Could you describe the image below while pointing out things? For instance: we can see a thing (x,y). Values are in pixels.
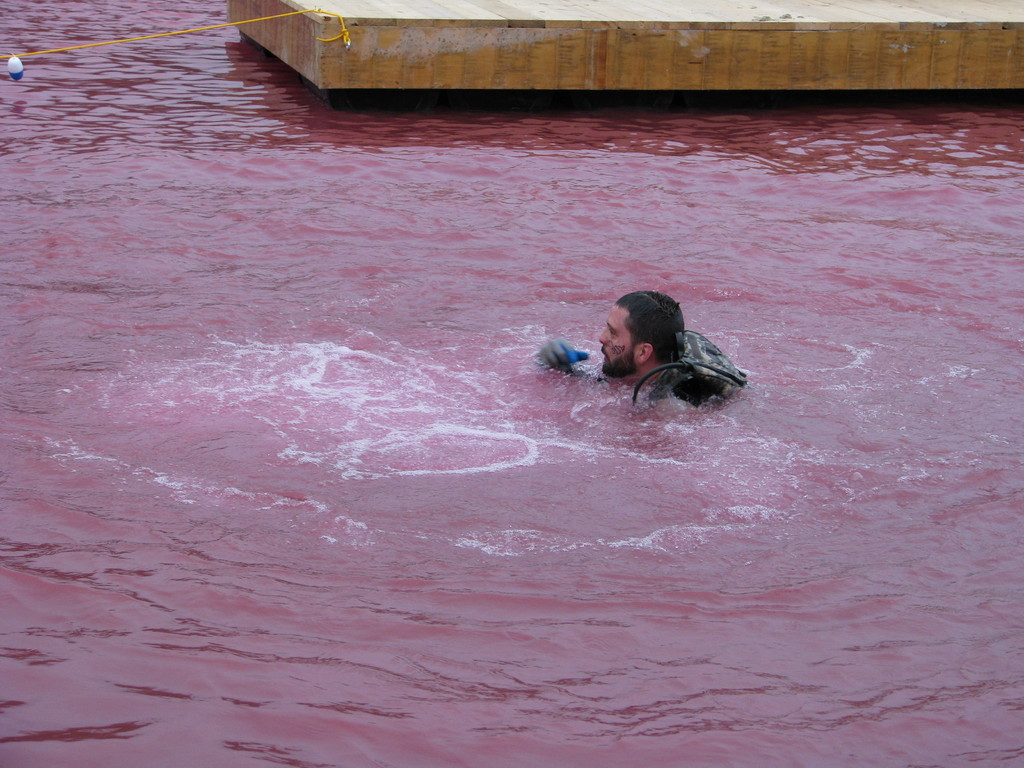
As we can see in the image there is water (248,246). In water (198,390) there is a person (662,393) wearing bag (691,396).
